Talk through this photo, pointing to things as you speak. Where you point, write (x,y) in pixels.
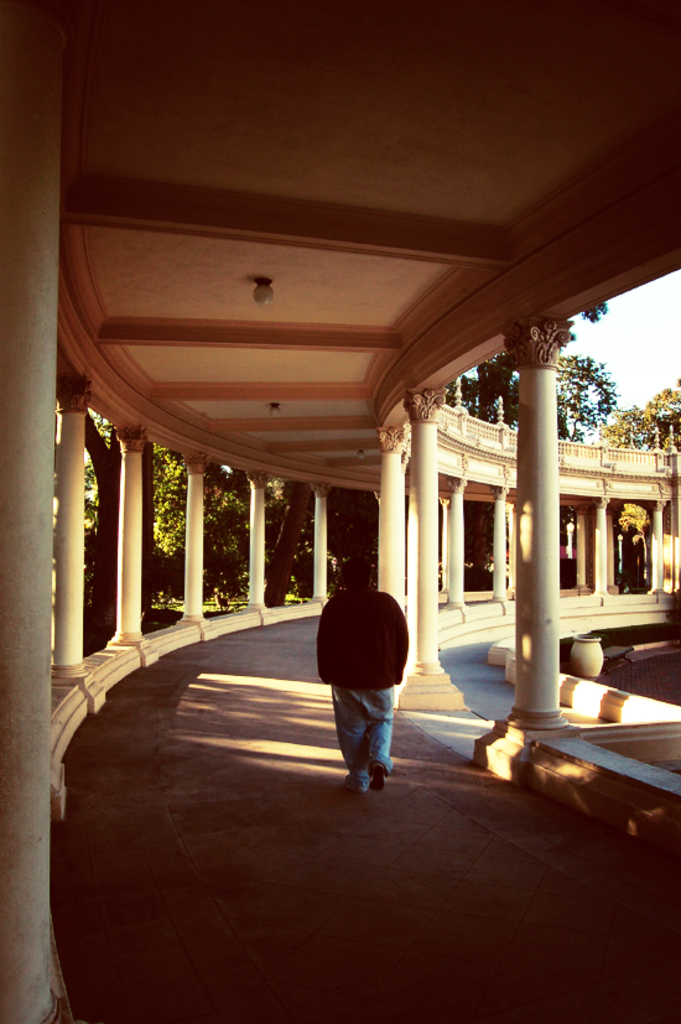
In the center of the image (360,654) we can see a man (346,638) is walking. In the background of the image (431,577) we can see the pillars (430,555), roof (426,369), lights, trees (470,385), pot (593,654). On the right side of the image (647,383) we can see the sky (624,382). At the bottom of the image (332,870) we can see the floor (424,920).
